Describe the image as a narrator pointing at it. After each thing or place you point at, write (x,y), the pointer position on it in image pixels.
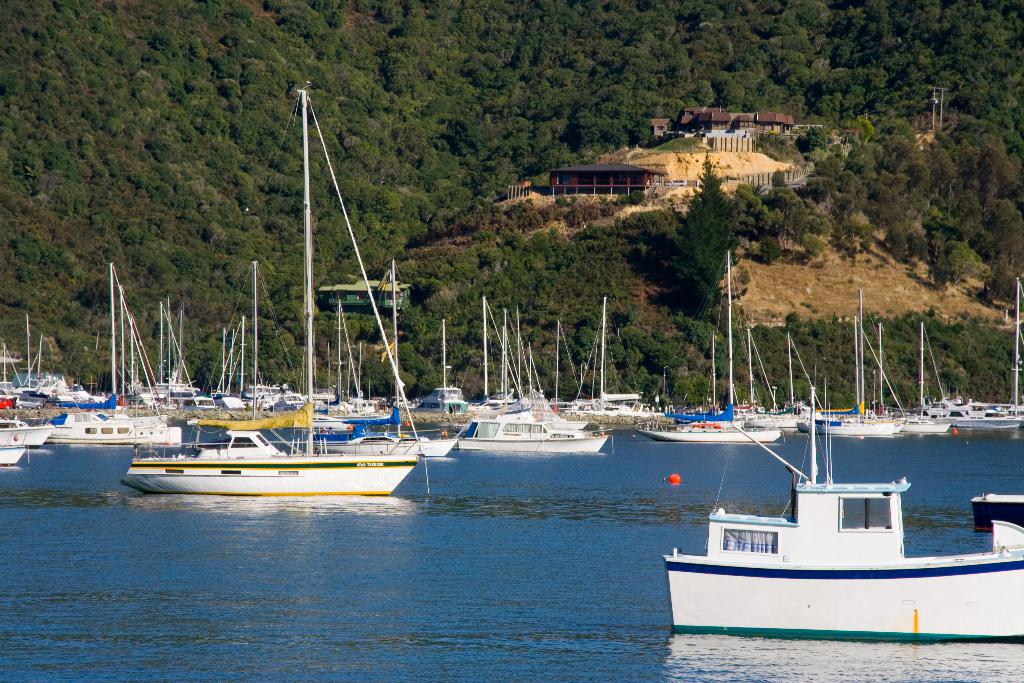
In the center of the image (379,424) there are ships (377,464). At the bottom of the image (350,595) there is water (307,576). In the background of the image (354,95) there are trees (430,104) and houses (746,129).
